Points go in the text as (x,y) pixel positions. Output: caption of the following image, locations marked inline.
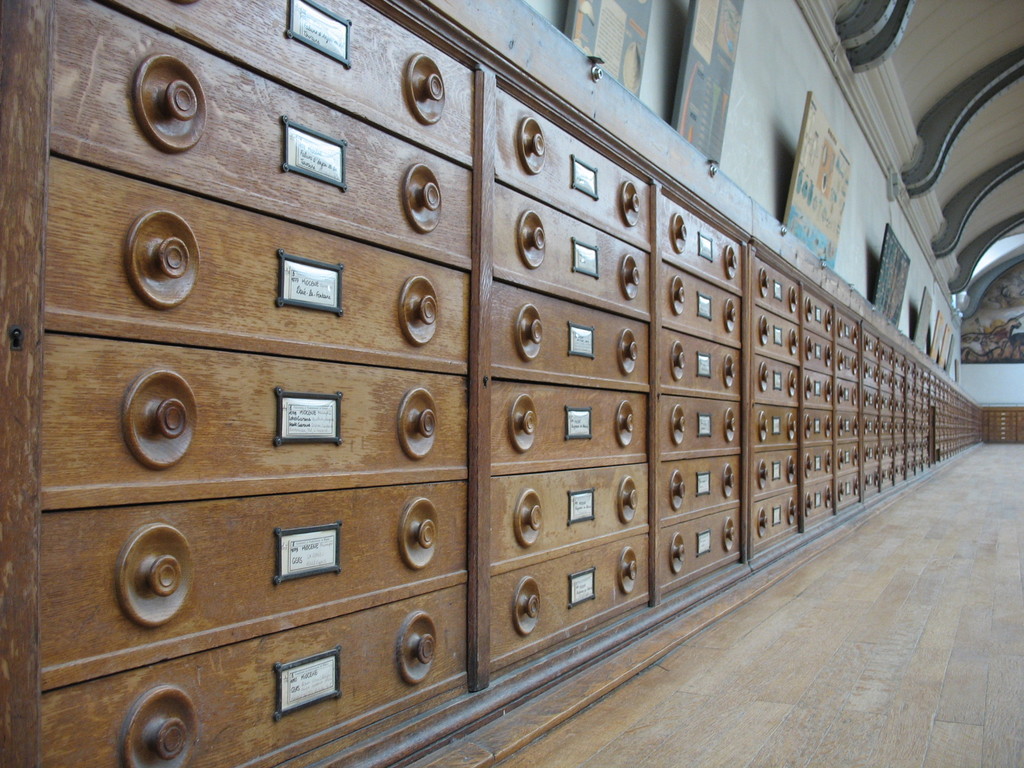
In this image we can see wooden lockers (458,408), boards (709,138), wall (860,178) and other objects (288,137). On the right side (938,244) top of the image (1019,28) there is the ceiling (947,189). On the right side (852,675) bottom of the image (779,716) there is the floor (903,623).
